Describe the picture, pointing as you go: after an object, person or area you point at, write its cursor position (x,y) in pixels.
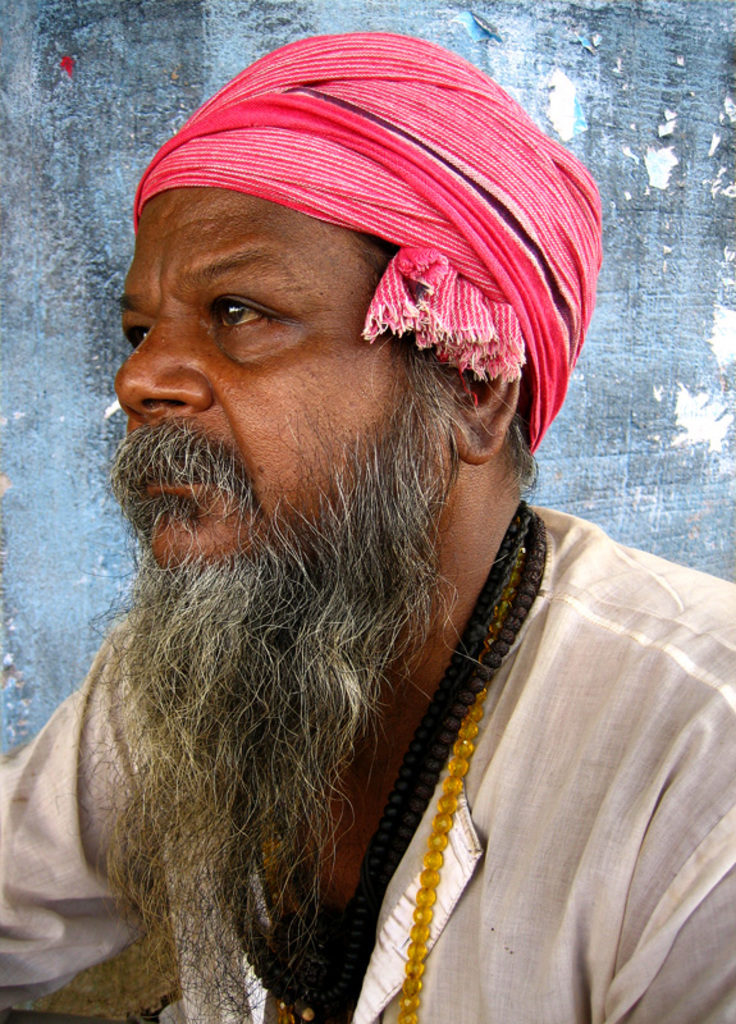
In this image in front (143,902) there is a person (392,636). Behind him there is a wall (672,54).
